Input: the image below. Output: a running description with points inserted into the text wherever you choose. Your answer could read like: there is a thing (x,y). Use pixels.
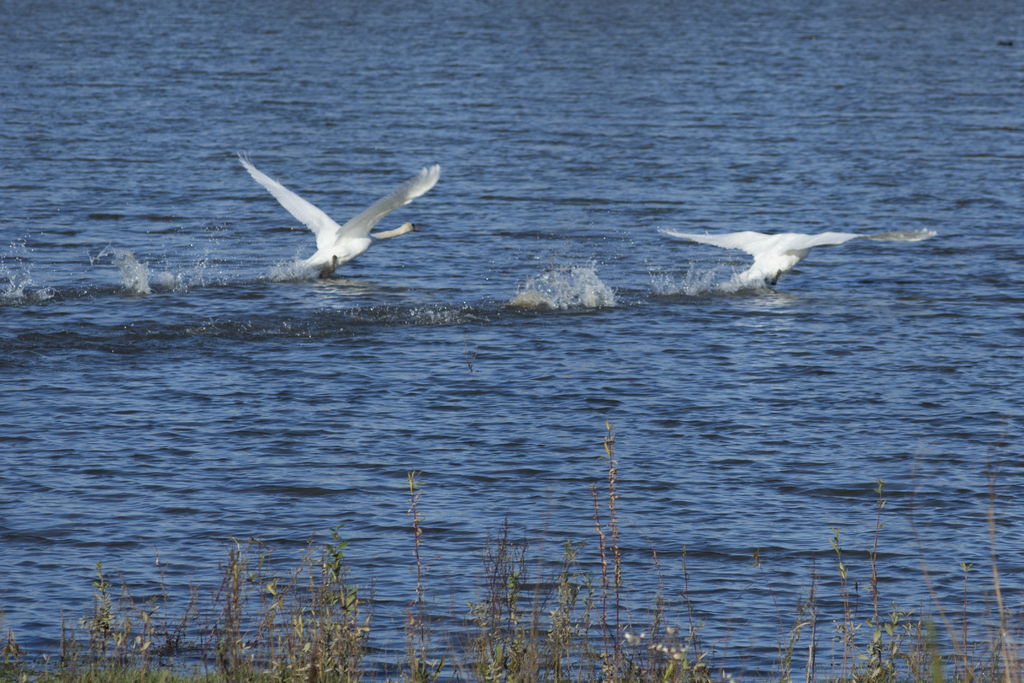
In this image we can see the water (662,245) and there are two birds (770,246) flying over the surface of water (554,472) and we can see some plants (932,652) at the bottom of the image (944,622).
